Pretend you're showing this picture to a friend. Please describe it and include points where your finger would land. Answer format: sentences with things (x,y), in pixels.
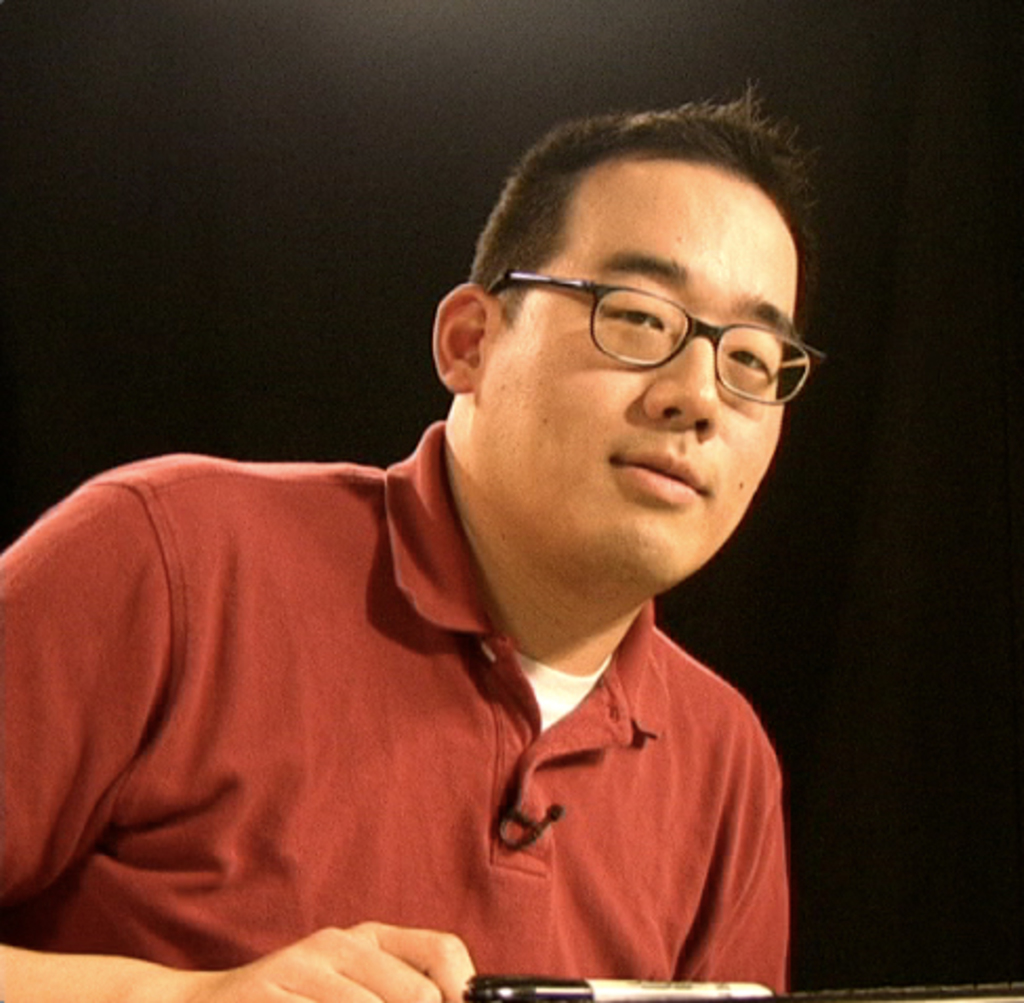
In this image I can see a man (382,617) in red t shirt (473,685). I can see he is wearing a specs (680,319).
